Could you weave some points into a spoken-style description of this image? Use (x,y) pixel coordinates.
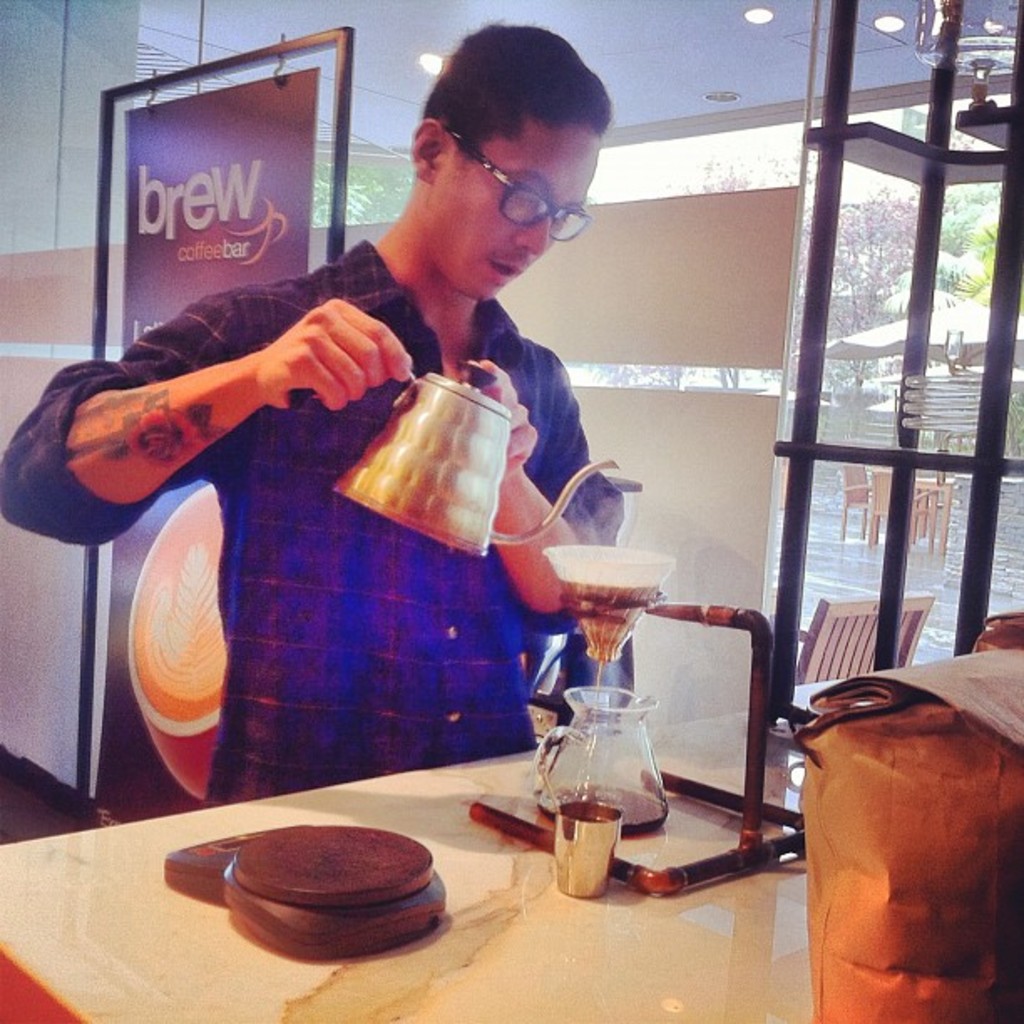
In this picture we can see a man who is standing on the floor (33,834). He is holding a kettle (433,417) with his hands (342,384). And this is the glass (608,724) and these are the lights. Here we can see a frame (227,187).
